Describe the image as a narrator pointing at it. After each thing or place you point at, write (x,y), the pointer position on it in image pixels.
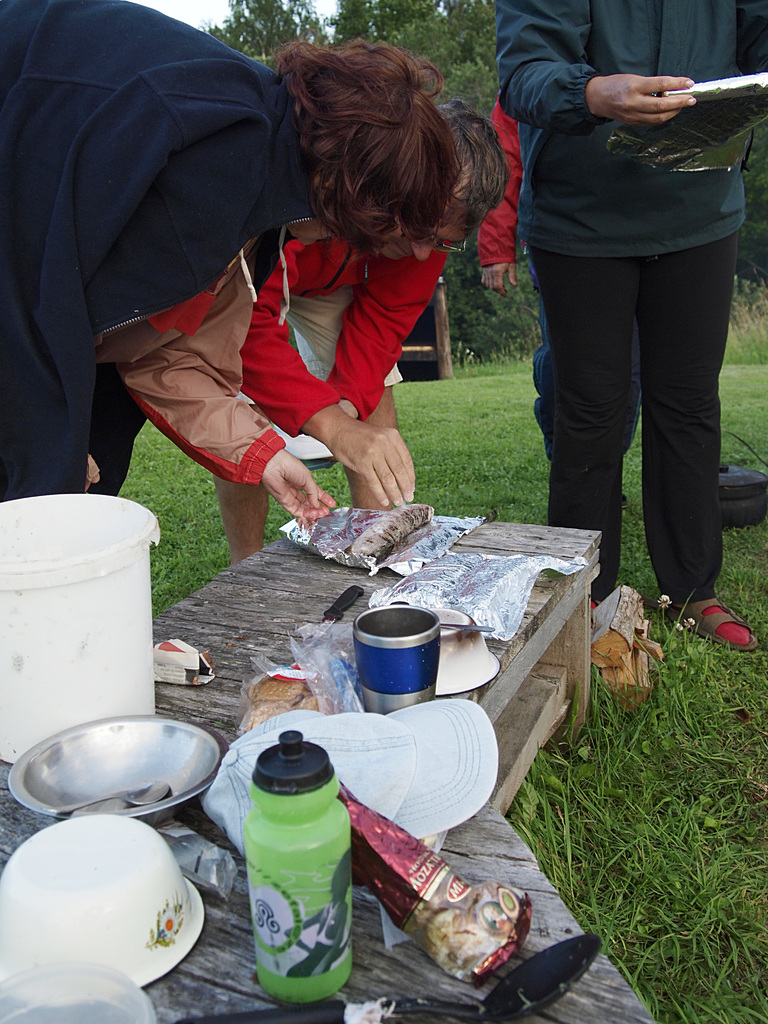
In this image in the front (290,883) there is a bottle (268,884) which is green in colour, there are papers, there is a cap (388,767) and there are objects (87,948), which are white in colour. In the center (474,461) there are persons (347,239) standing and there's grass (489,449) on the ground (478,449). In the background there are trees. On the ground (516,426) there is an object (742,510) which is black in colour, which is on the right side (746,494).
